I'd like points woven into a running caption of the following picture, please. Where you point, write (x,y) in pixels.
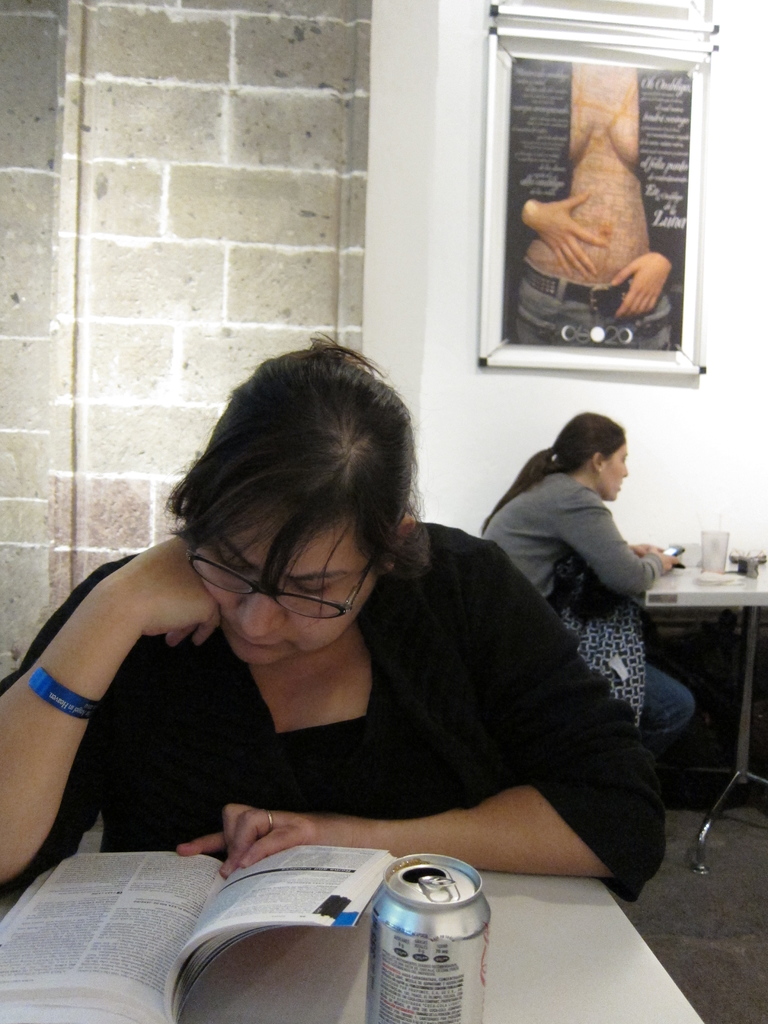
In this picture, There is a table (513,986) which is in white color on that table (593,974) there is a book (170,961) and there is a can (412,981), In the middle (311,648) there is a woman (371,674) sitting and she is reading a book (161,905) and in the background (541,536) there is a woman (594,527) sitting on the chair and there is a wall (140,220) and poster (550,228) in white color.
